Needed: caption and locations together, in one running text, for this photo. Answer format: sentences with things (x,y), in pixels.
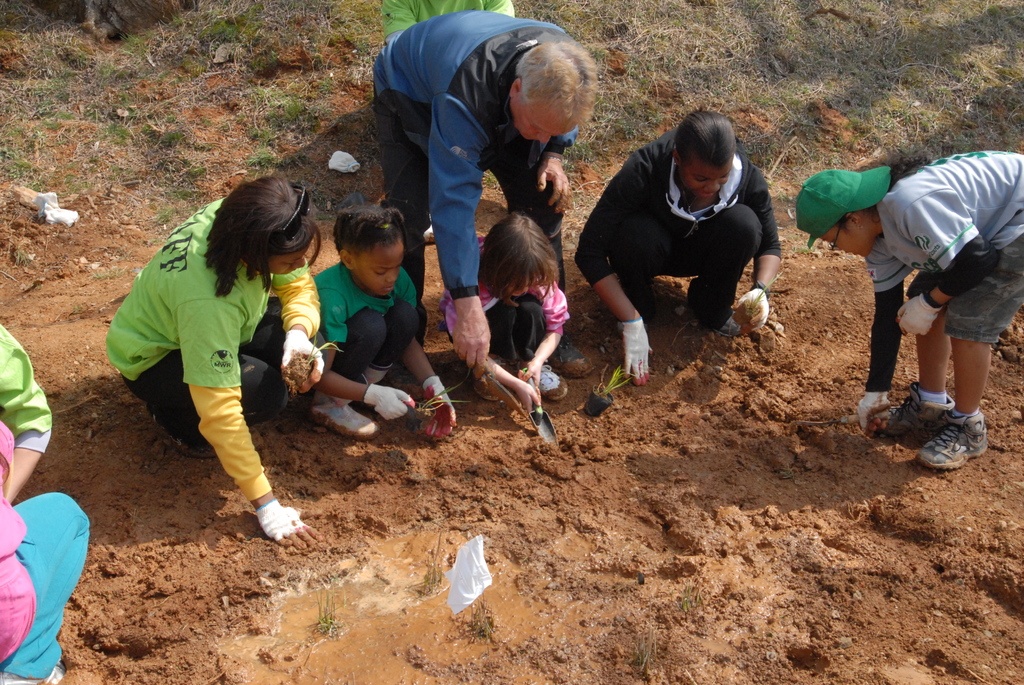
In this picture there are people (998,206) in the center of the image (520,273), they are planting.
